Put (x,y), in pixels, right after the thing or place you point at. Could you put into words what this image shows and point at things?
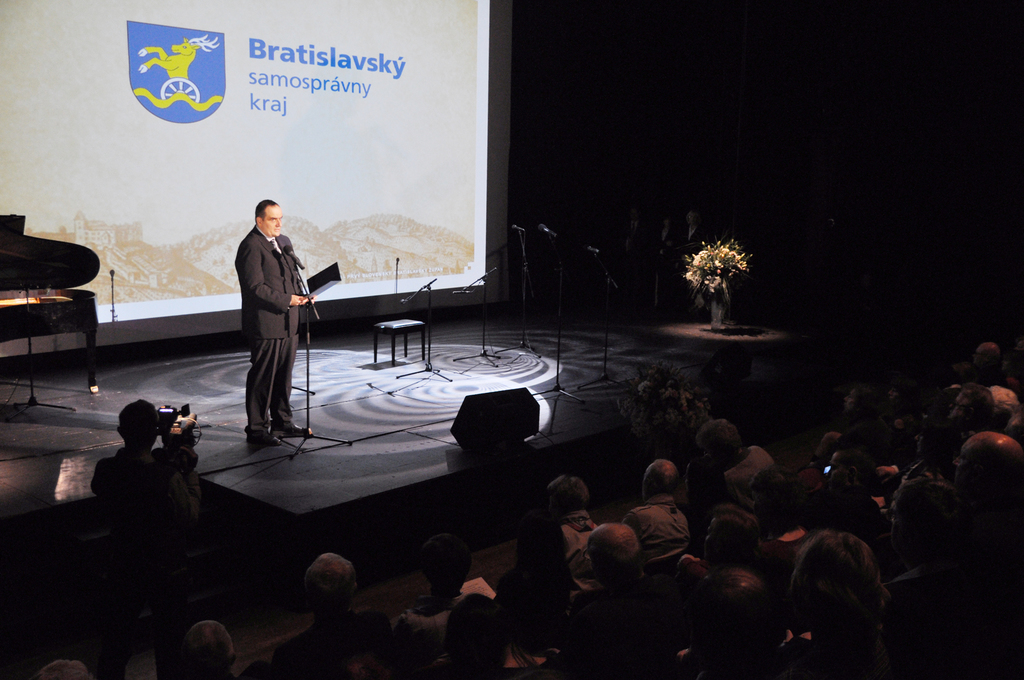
In this picture there are a group of people (621,569) sitting and there is a man (270,251) standing on the dais (352,434), he is having a microphone (290,253) and front of him and couple of micro phones (484,290) and the chair (414,320) here and in the background (172,106) as a projector screen (280,146).
